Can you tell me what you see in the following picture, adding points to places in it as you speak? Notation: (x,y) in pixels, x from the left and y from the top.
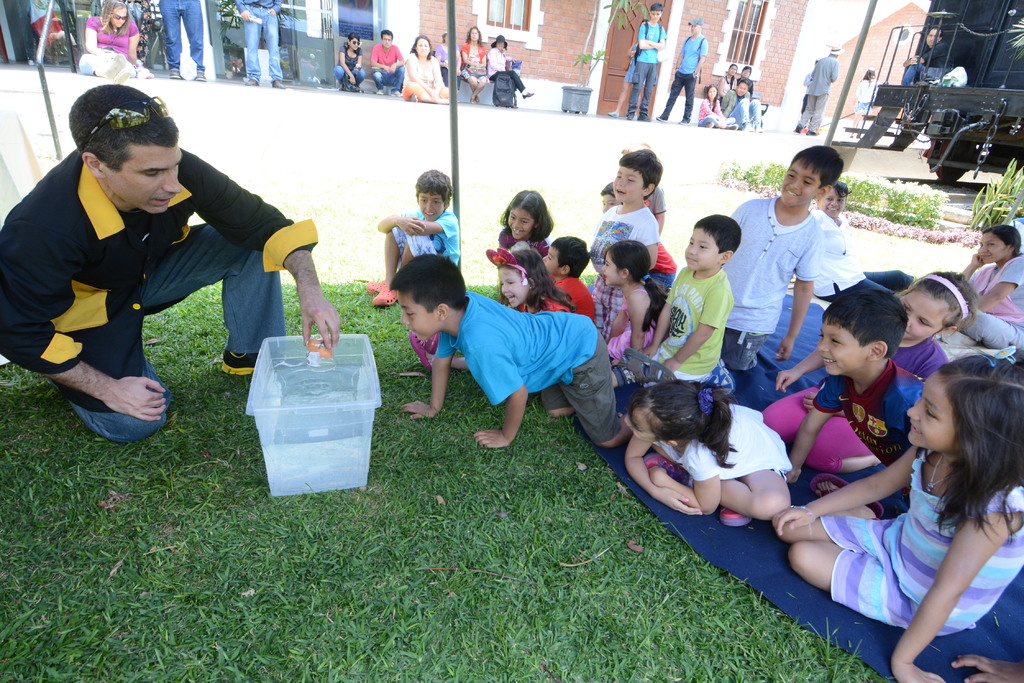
In this picture there are group of persons (513,295) sitting, standing and kneeling. There is grass (474,594) on the ground (513,605) and there is a white colour container (318,436) in the center (346,425). In the background (546,47) there are buildings (526,44), there is a door (616,69) and there are windows (524,24). On the right side (970,82) there is a vehicle (1011,104) and there is a plant (999,187).
